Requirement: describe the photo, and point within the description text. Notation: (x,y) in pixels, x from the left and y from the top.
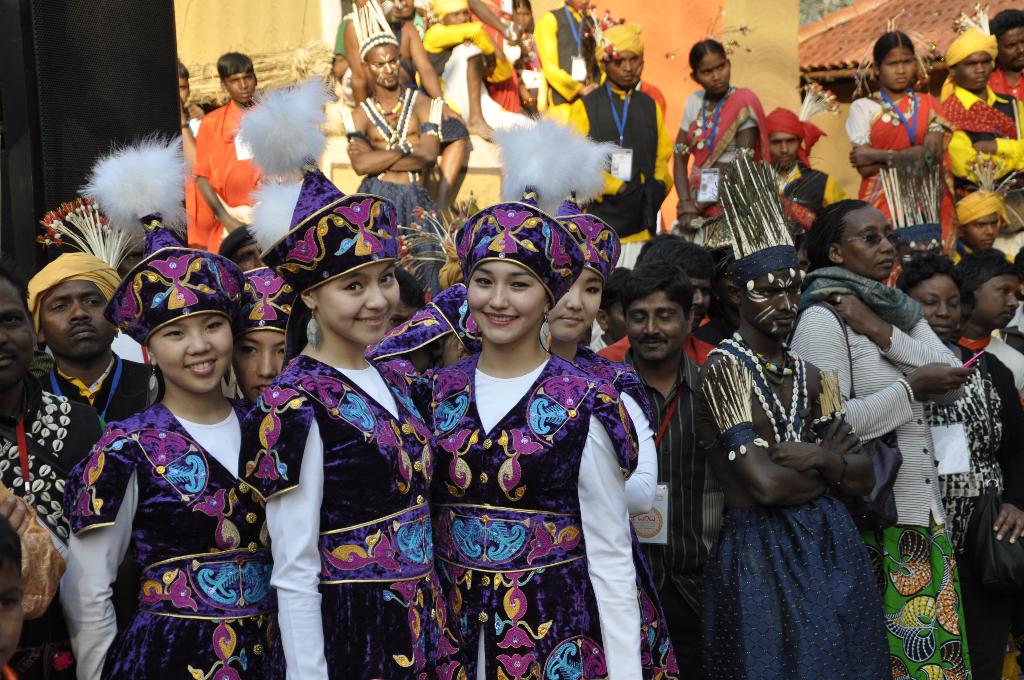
In this image there are a few people (336,330) dressed in their cultural attire (263,287) standing with a smile (489,320) on their face (387,323).
